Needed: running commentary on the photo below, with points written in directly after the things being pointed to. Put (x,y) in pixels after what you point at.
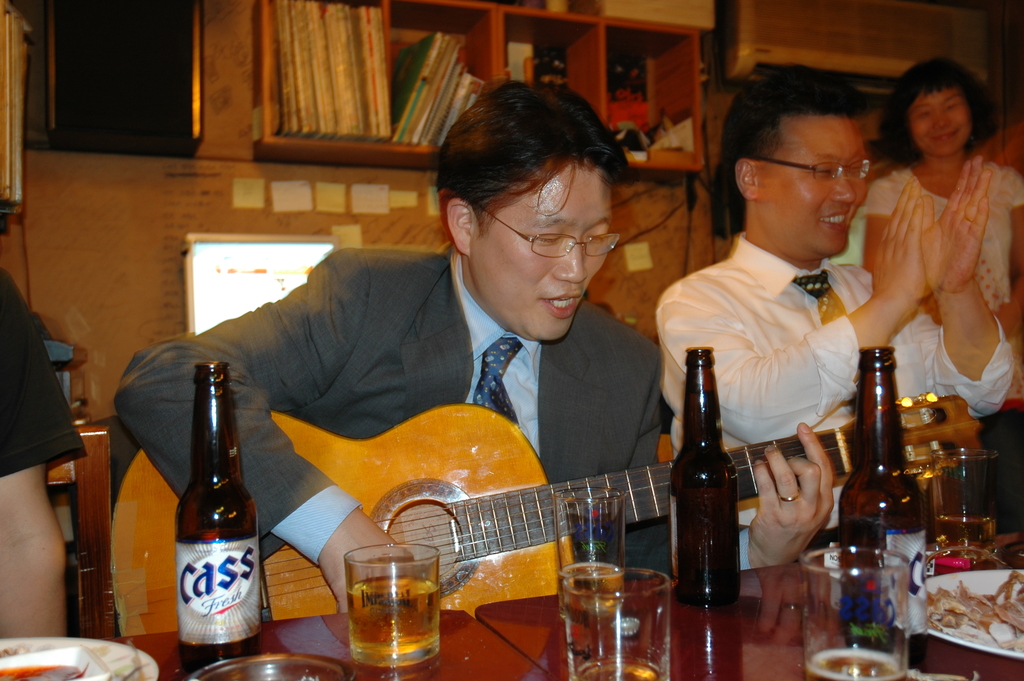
There is a table (410,680), on that there are bottles (718,454), some glasses (421,619) which contains beer (433,622) and some people (759,351) are sitting on the chair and a man (349,361) holding a music instrument (537,496) and a man (797,300) is clapping and a women (928,167) standing behind the man (900,251) in the background (288,147) there is a rack (275,147) in which books (441,144) are placed.
